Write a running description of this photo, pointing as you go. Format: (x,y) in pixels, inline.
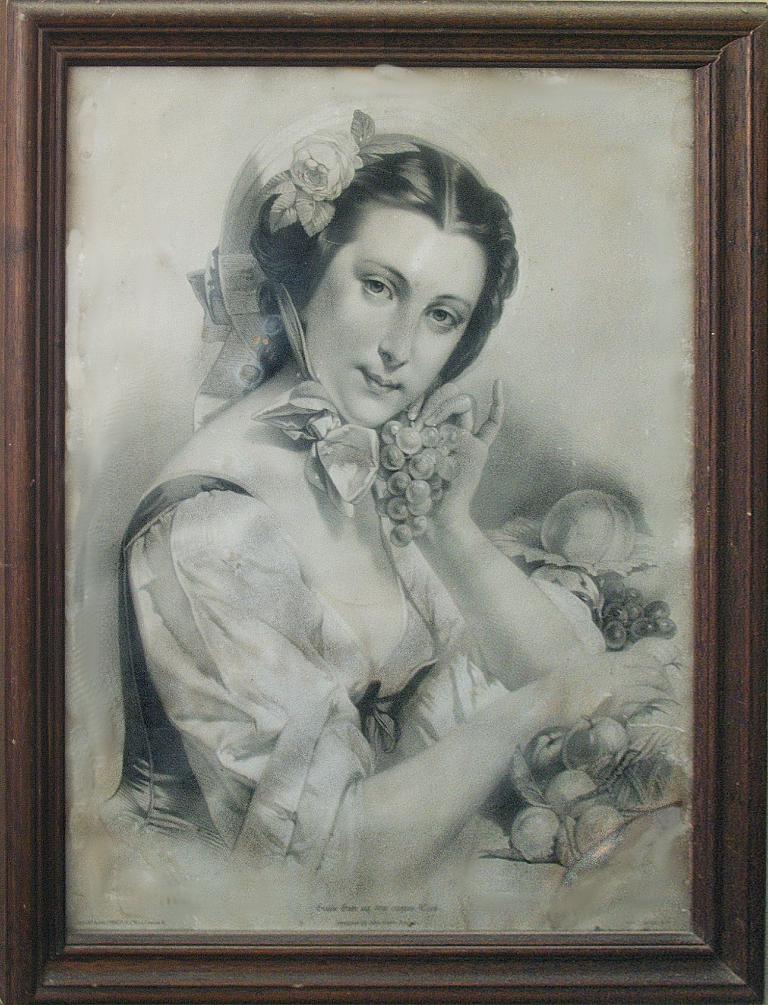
In this image we can see a photo frame (732,302), in which we can see black and white picture (377,415) of a woman (392,237) holding bunch of grapes (431,444) with her hand (474,451). On the right side of the image (617,558) we can see some fruits (601,826).
